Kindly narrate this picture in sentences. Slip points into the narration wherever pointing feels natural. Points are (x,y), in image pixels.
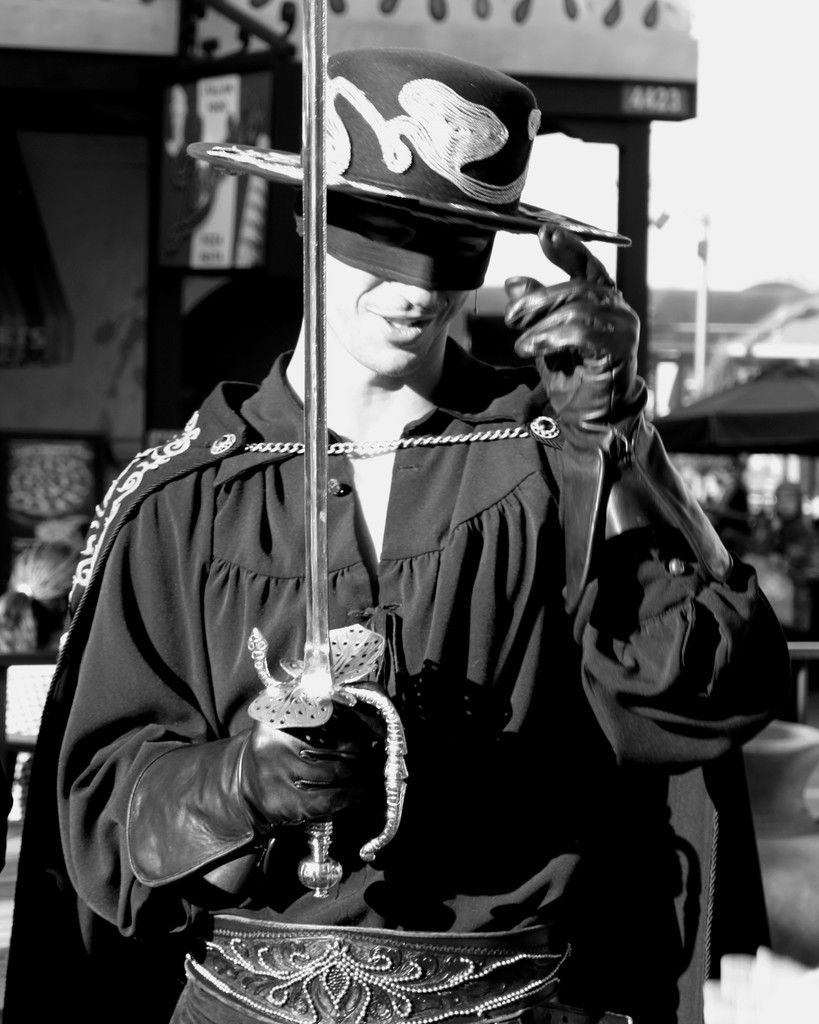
In this image a man (339,303) is standing holding a sword (335,679) wearing black dress (464,455), cape (199,442), hat (393,149), mask (408,274) and glove (537,305). In the background (769,476) there are buildings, people (745,511).
